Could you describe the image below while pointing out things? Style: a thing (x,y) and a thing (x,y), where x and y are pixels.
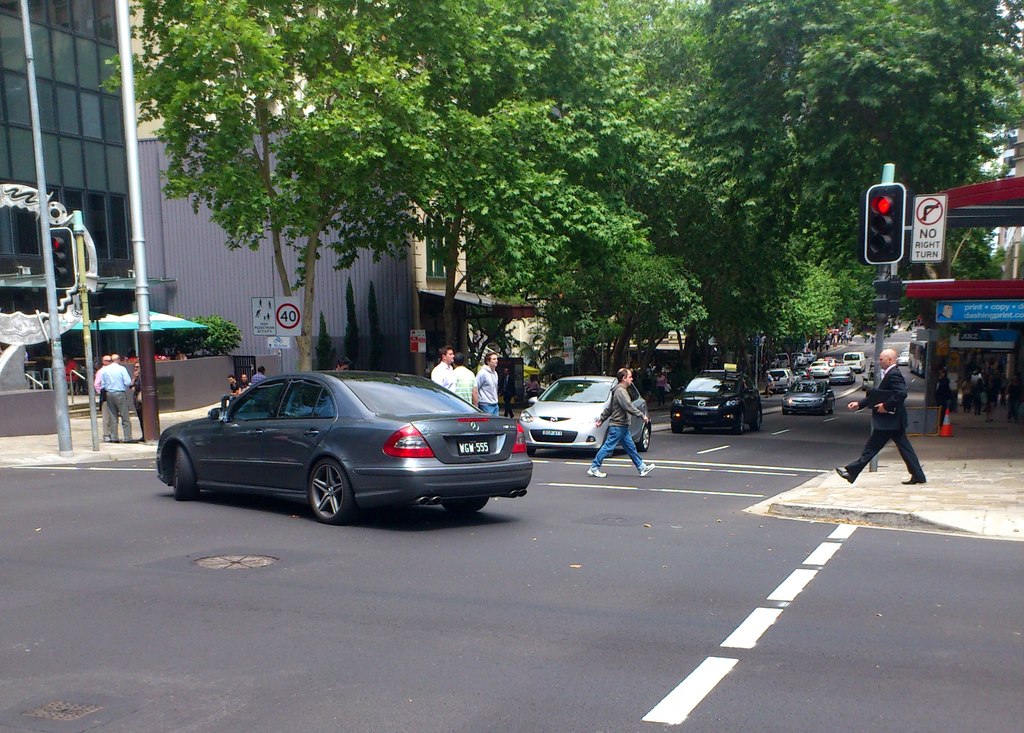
In this image there are vehicles (305,409), signal lights (887,255), sign boards (290,321), poles (85,271), people (880,383), trees (560,345), boards (982,320), buildings (21,224) and objects (937,433). Vehicles (348,505) are on the road (623,459). Two people (627,440) are walking.
